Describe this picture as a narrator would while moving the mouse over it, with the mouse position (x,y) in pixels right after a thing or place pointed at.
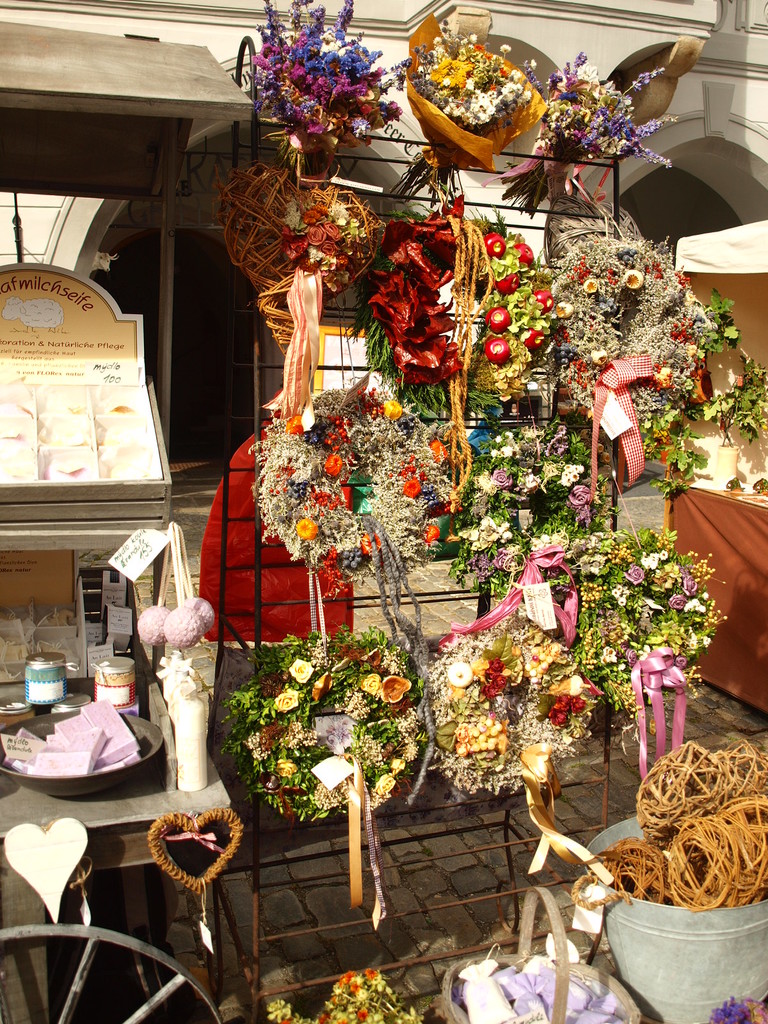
In this picture we can see flower bouquets (297,310) in a rack (439,240), basket (564,999), bucket (641,938), jars (41,667), price tags (138,544), wheel (154,966), tent (752,292), building (192,21) and some objects (54,889).
